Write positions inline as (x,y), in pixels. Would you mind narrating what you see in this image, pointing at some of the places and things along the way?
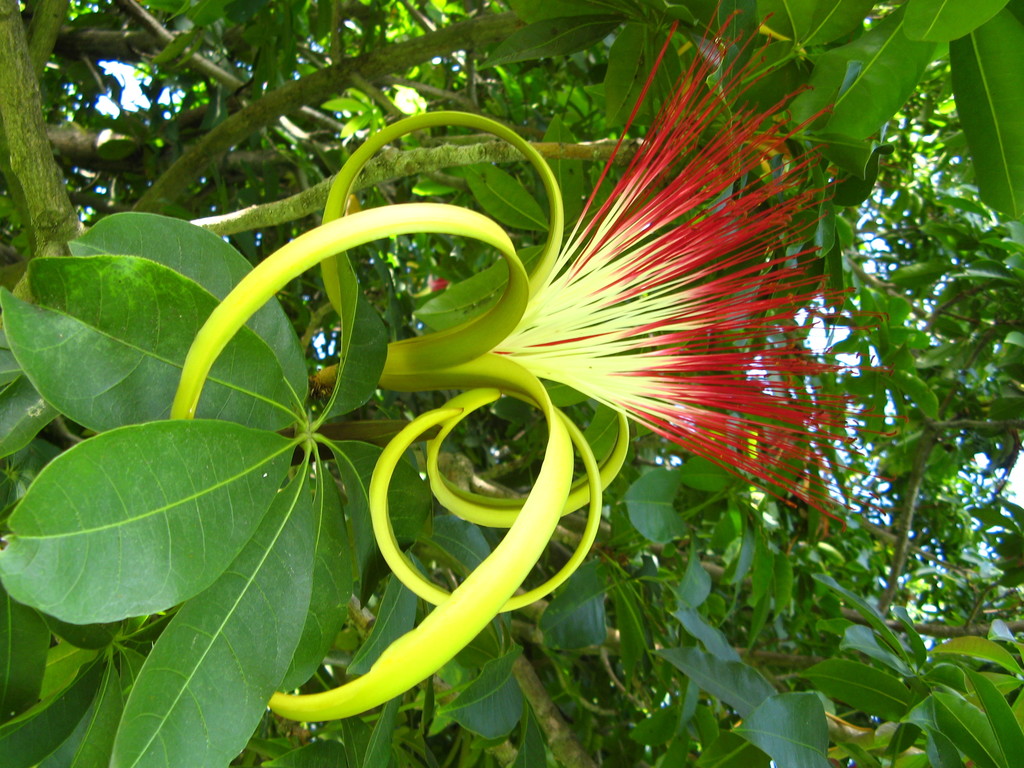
In this picture we can see a flower (624,442) and few trees (743,520).
